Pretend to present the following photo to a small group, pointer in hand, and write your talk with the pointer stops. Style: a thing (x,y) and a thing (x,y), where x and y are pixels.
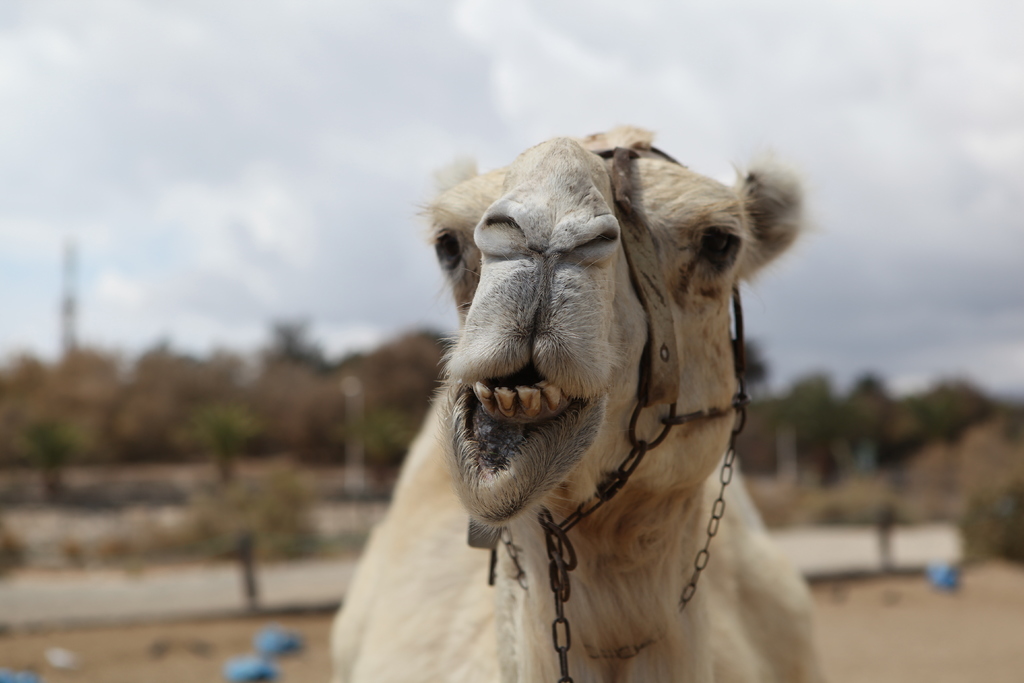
It's a camel (650,525) which is in white color. At the top (369,110) it's a cloudy sky (421,128).
